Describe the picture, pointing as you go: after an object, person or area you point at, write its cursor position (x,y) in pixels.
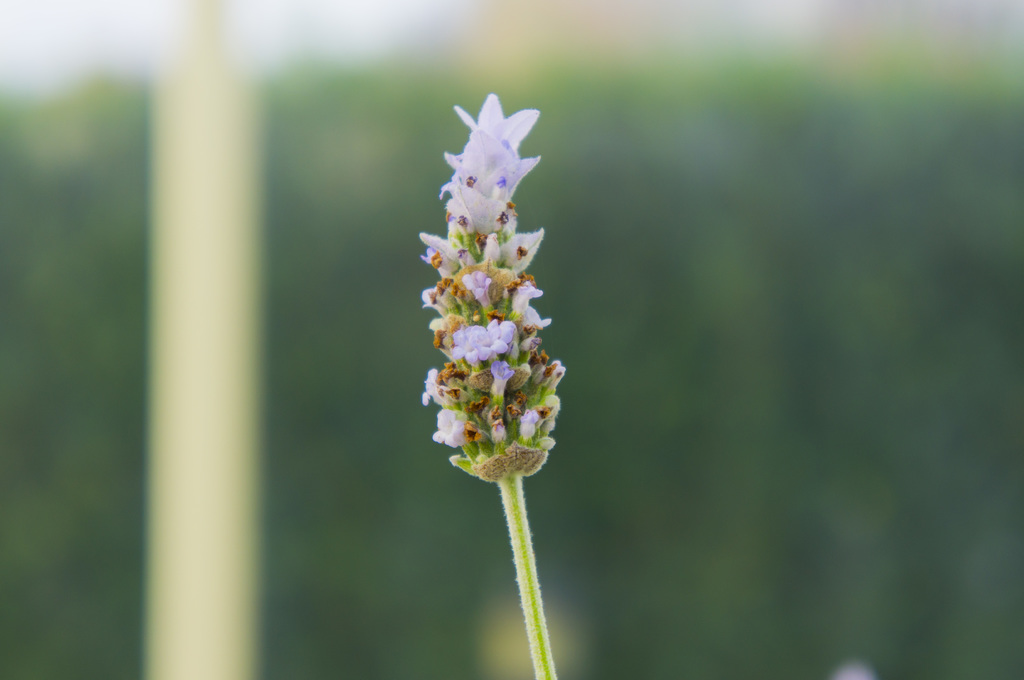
Here I can see few flowers (483,348) and buds (496,439) to a stem (527,515). The background (342,159) is blurred.
